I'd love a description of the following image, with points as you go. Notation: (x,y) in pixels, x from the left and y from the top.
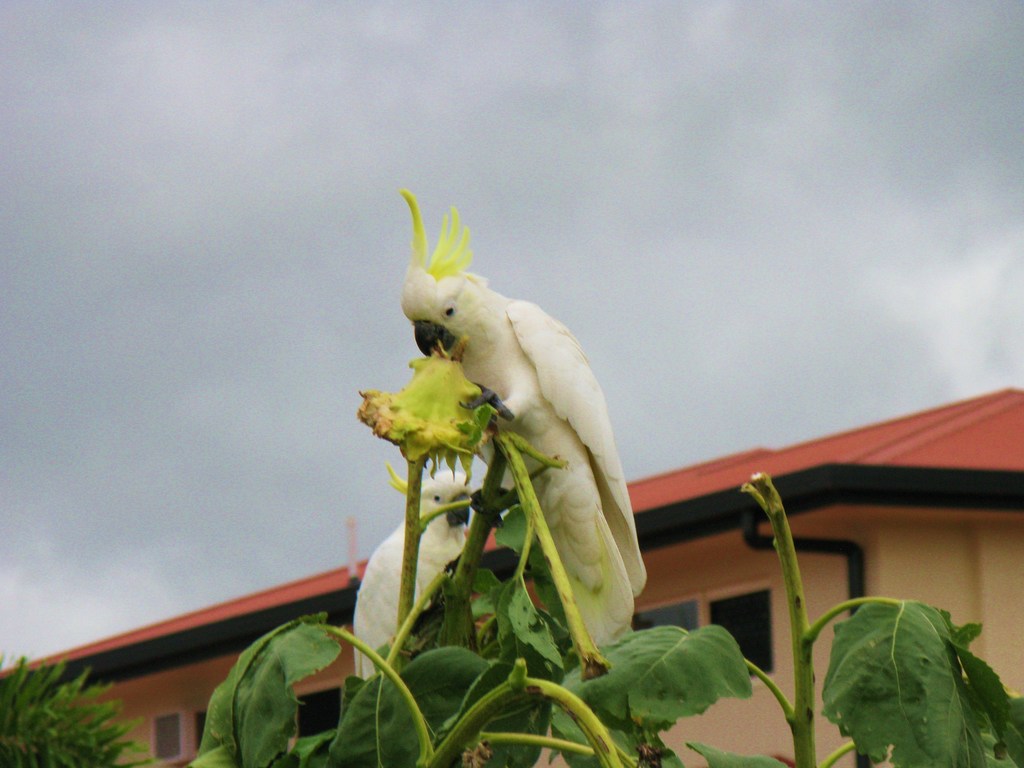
In the center of the image (453,344) there are birds (417,593) on the plants (479,665). In the background of the image (131,669) there is house (918,452). There is sky (279,245).
